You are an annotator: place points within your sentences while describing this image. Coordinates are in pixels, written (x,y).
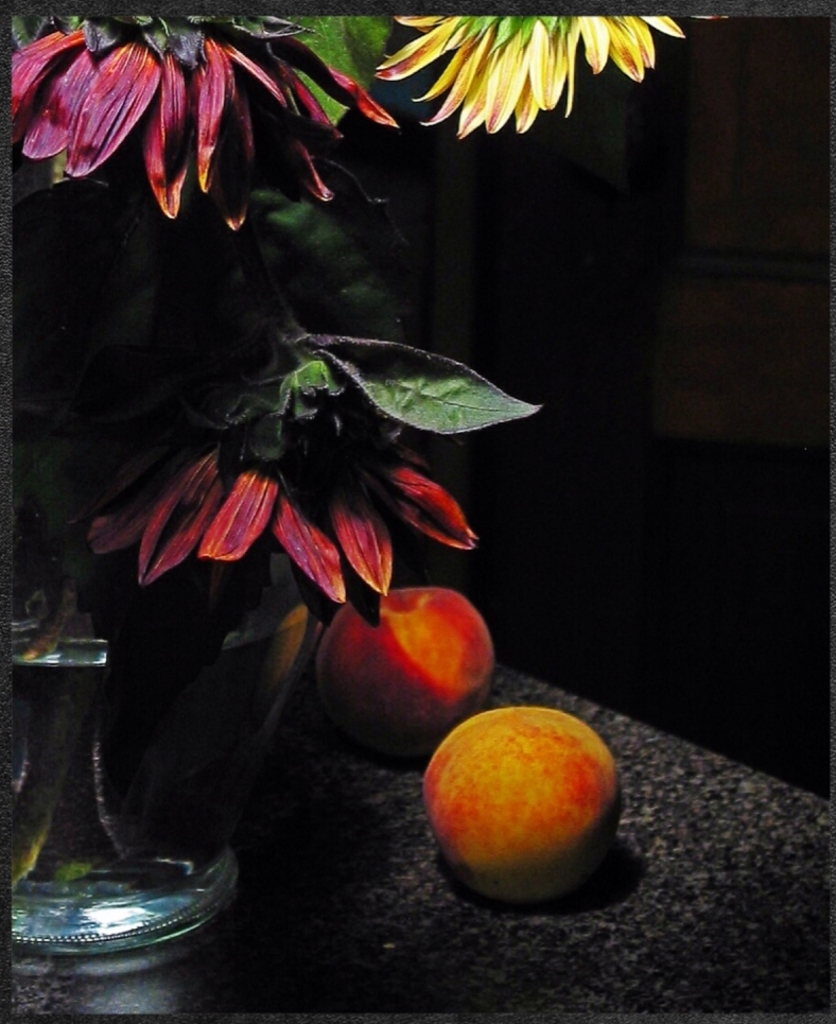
In this picture we can see a pot (129,801) and a plant (70,396) on the left side (56,156), there are two fruits (471,826) in the front (441,688), we can see a dark background (804,466).
